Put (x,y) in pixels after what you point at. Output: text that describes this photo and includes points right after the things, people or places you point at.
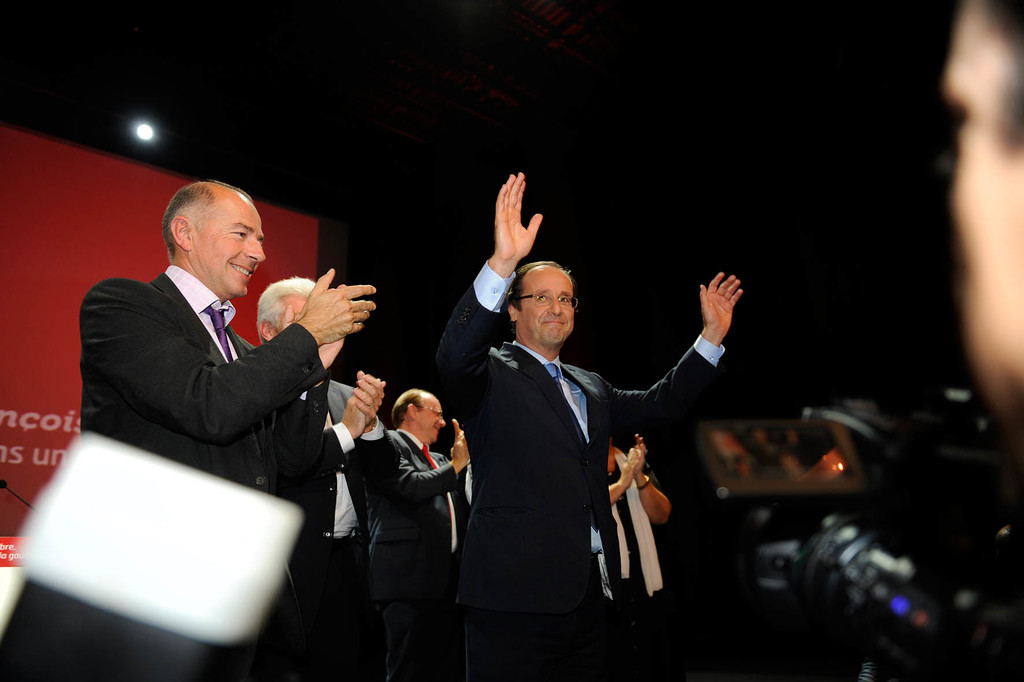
In this image there are few persons (447,467) wearing suit (468,545) and tie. They are standing. Behind them there is a banner (16,461). Right side (865,592) there is a camera (940,502), beside it there is a person (1001,278).
